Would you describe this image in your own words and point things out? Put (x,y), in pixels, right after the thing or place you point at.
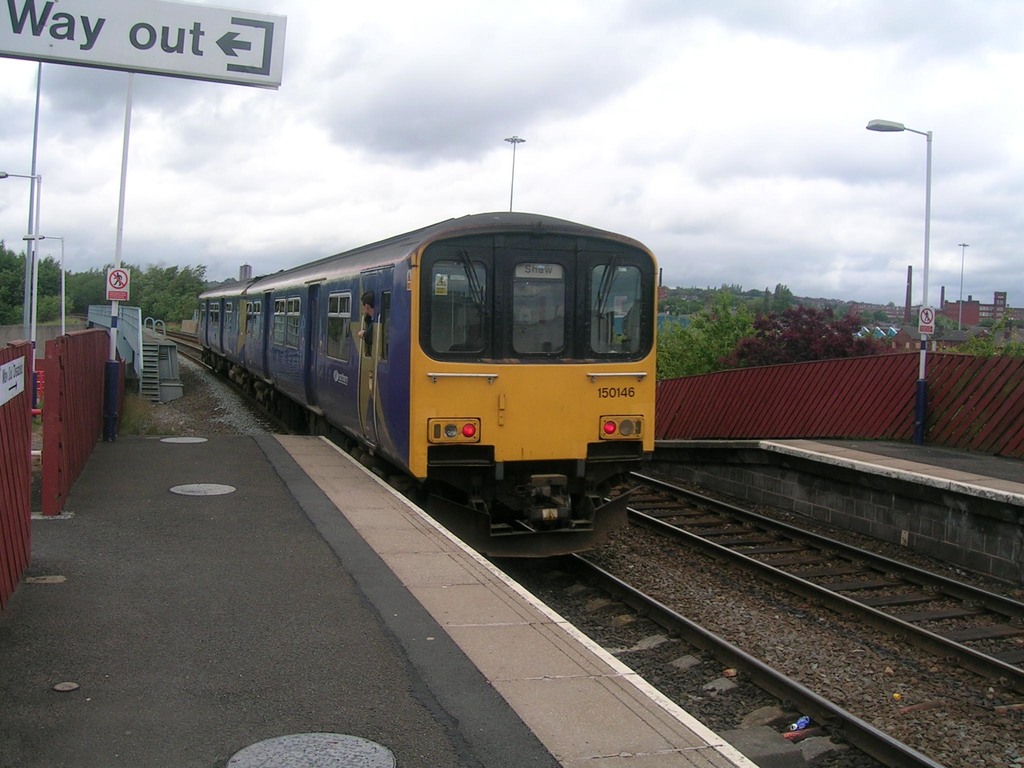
In the image we can see a train (403,324) on the train tracks (753,572). Here we can see light poles (31,211), board (48,25) and on the board (179,21) there is a text (197,24). Here we can see barrier (91,391), footpath (169,700), trees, building (994,312) and the cloudy sky (469,79).
